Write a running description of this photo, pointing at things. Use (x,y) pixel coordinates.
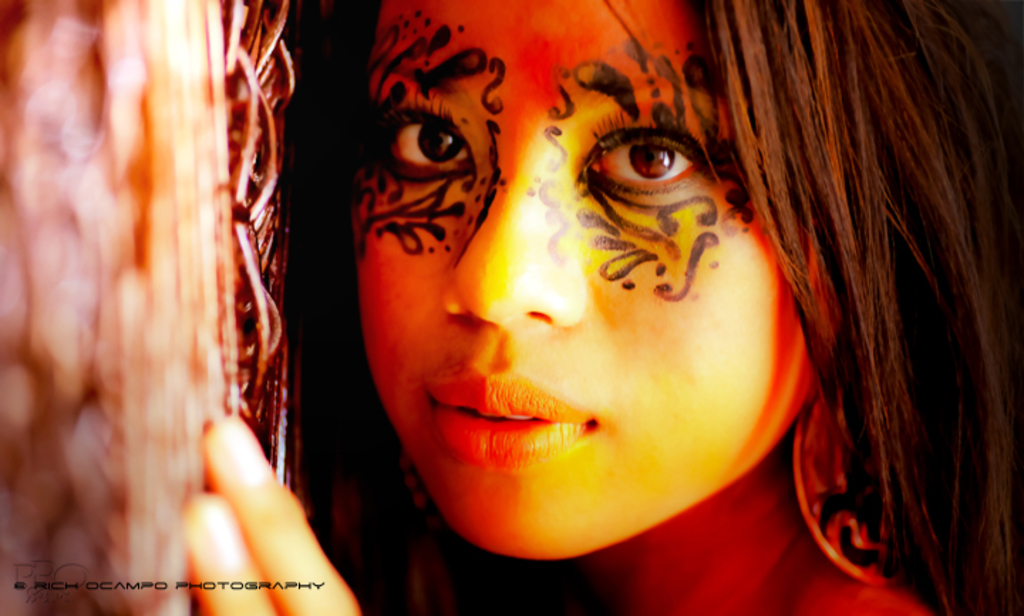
In the image there is a lady face (383,277). On the face (492,113) there is some design (607,70) around the eyes (456,164). On the left corner of the image (52,188) there is an object (97,261). In the bottom left corner of the image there is a name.
